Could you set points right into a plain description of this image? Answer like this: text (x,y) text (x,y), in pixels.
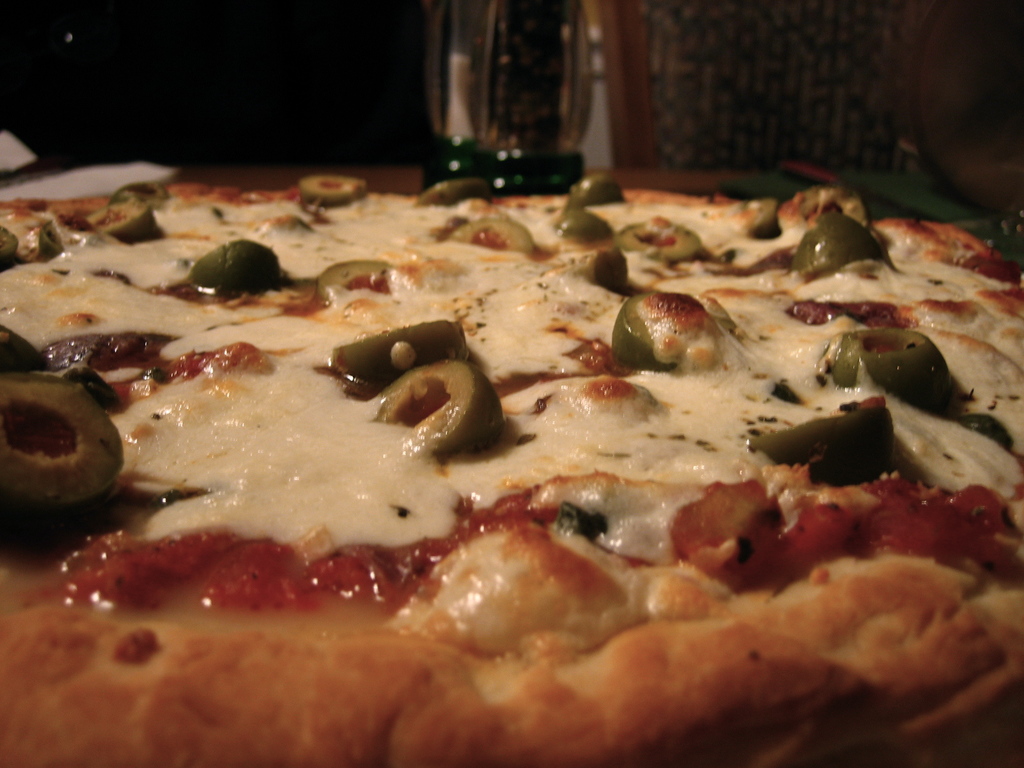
Here I can see a pizza (673,393). On the top of the image (516,85) I can see some objects (481,116) in the dark.
